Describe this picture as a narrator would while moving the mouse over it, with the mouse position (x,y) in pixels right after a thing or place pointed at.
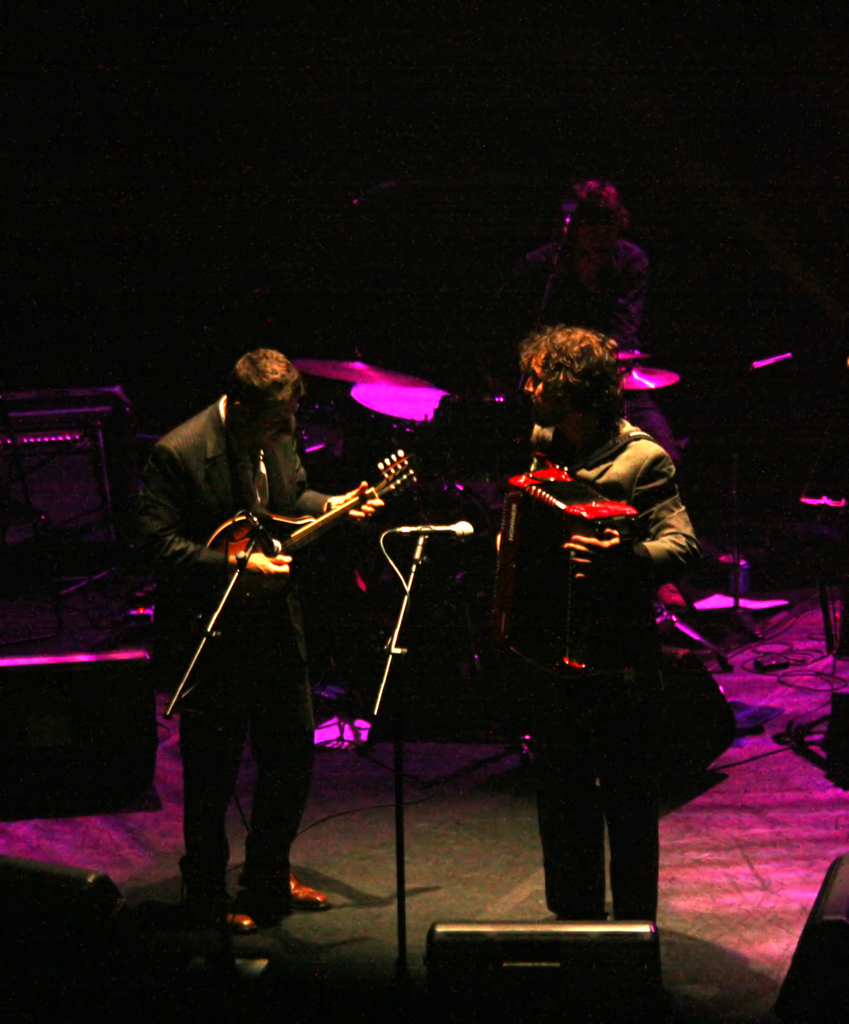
In this image there are three persons (554,739). Two persons (234,453) at the front (595,567) are standing and playing musical instruments (620,520) and the back there is a person (611,285) sitting and playing drums (430,391). There are speakers (32,889), wires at the right (595,967) and left side of the image (48,500).
